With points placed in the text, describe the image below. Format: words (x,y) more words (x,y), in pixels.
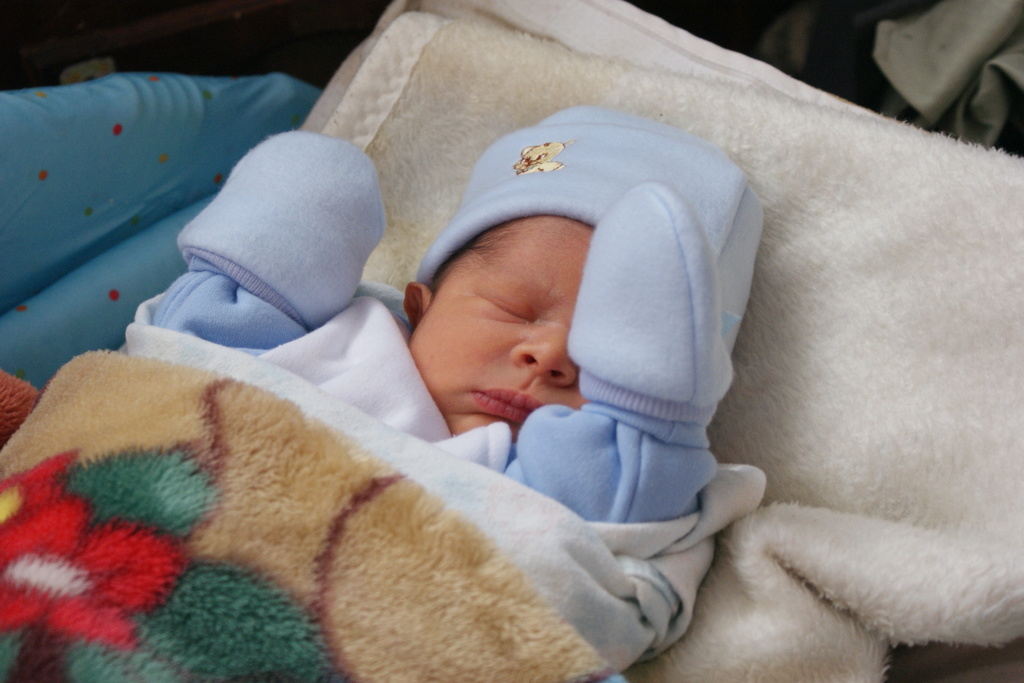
In this picture we can see a little baby (464,321) wearing a blue dress (545,455) and sleeping on a white towel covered with a blanket (213,583).
